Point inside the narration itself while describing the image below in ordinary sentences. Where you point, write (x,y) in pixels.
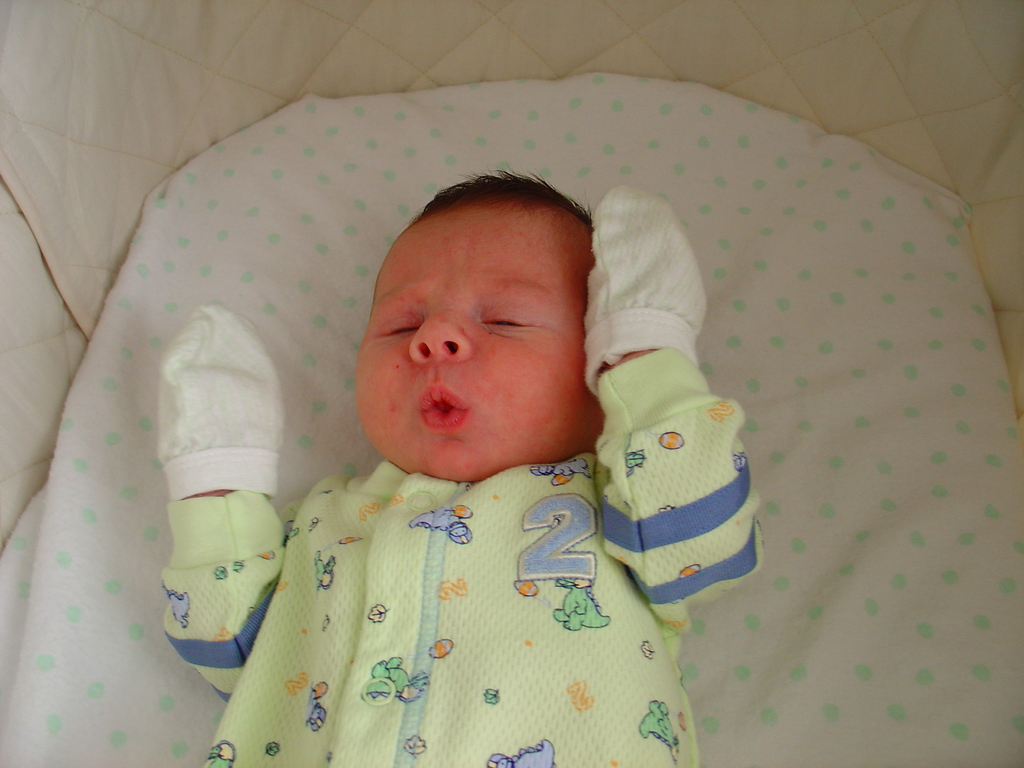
In this picture there is a baby (578,564) lying on a bed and wearing gloves (232,457).
